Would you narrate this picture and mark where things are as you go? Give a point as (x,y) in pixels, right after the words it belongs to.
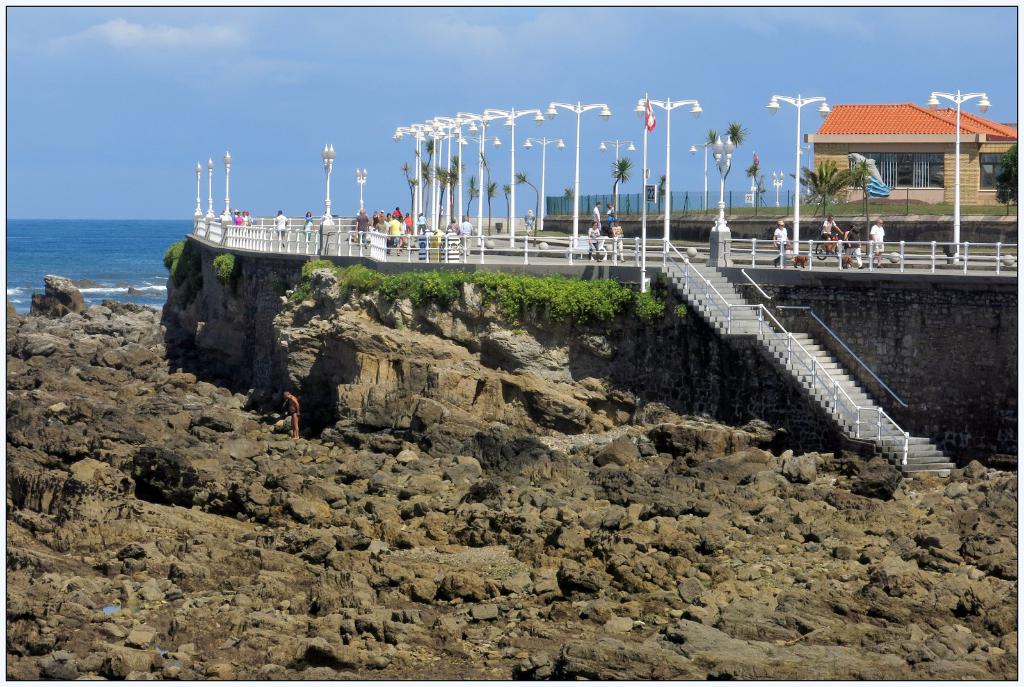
In this picture we can see stones (333,444), steps (780,354), light poles (457,144), water (138,264), plants (552,283), trees (814,196), fences (689,203), house (889,148) and a group of people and some objects (717,253) and in the background (334,209) we can see the sky (359,49).
